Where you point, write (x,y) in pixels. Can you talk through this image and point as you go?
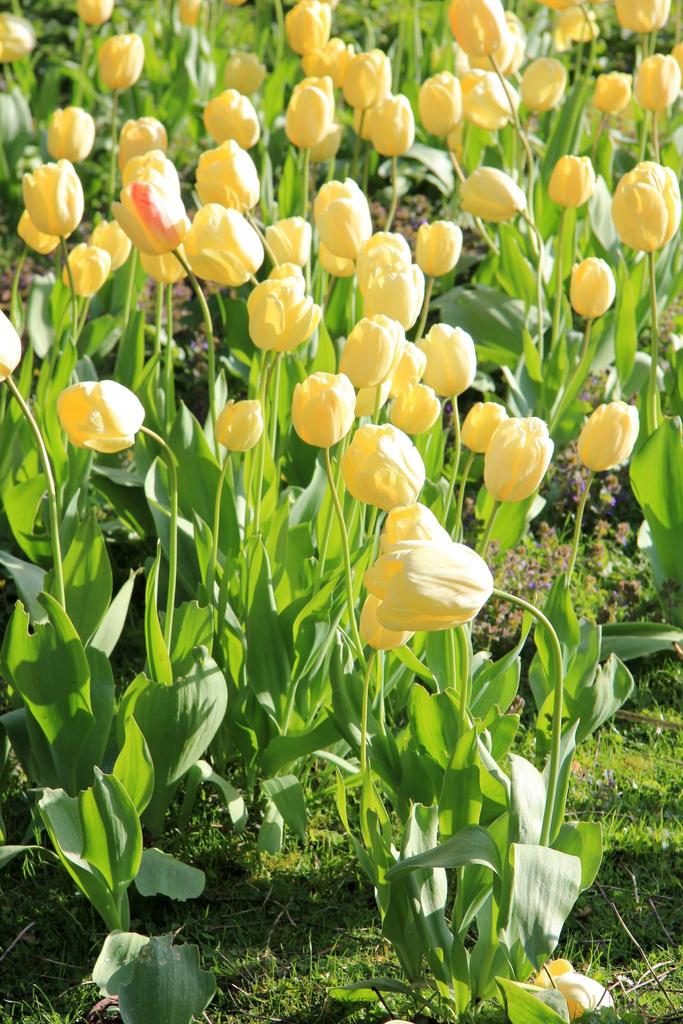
In the image we can see there are yellow colour flowers (250,445) on the plants (253,571) and the ground (362,886) is covered with grass (73,1015).
